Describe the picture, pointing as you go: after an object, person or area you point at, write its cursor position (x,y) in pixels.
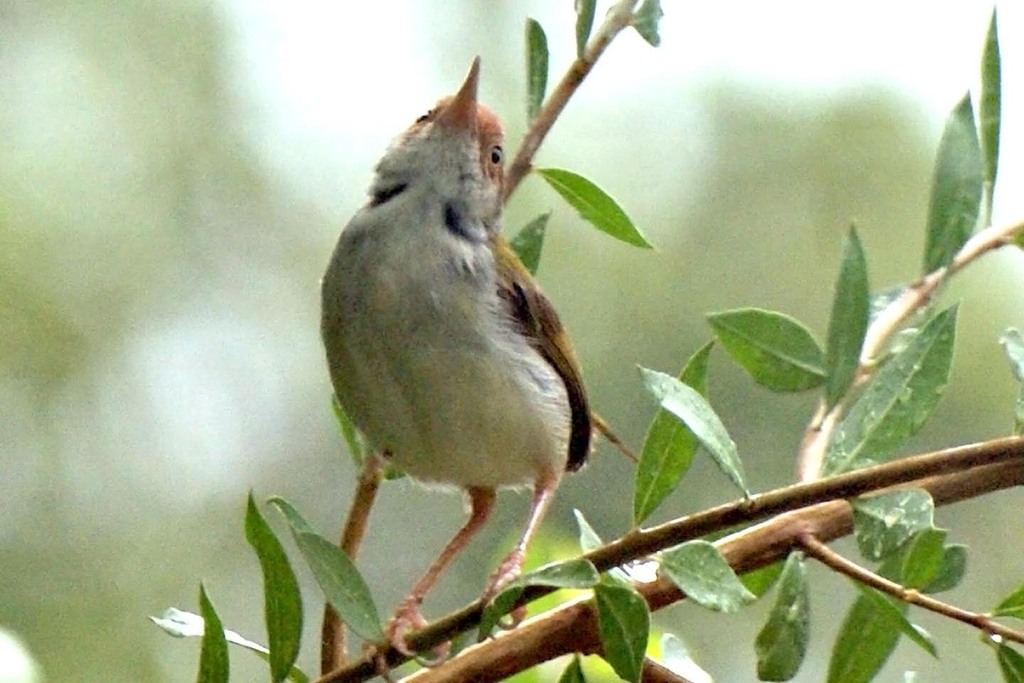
In this image there is a bird (485,395) standing on a stem (475,615). There are leaves (672,568) to the stem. The background (786,123) is blurry.
